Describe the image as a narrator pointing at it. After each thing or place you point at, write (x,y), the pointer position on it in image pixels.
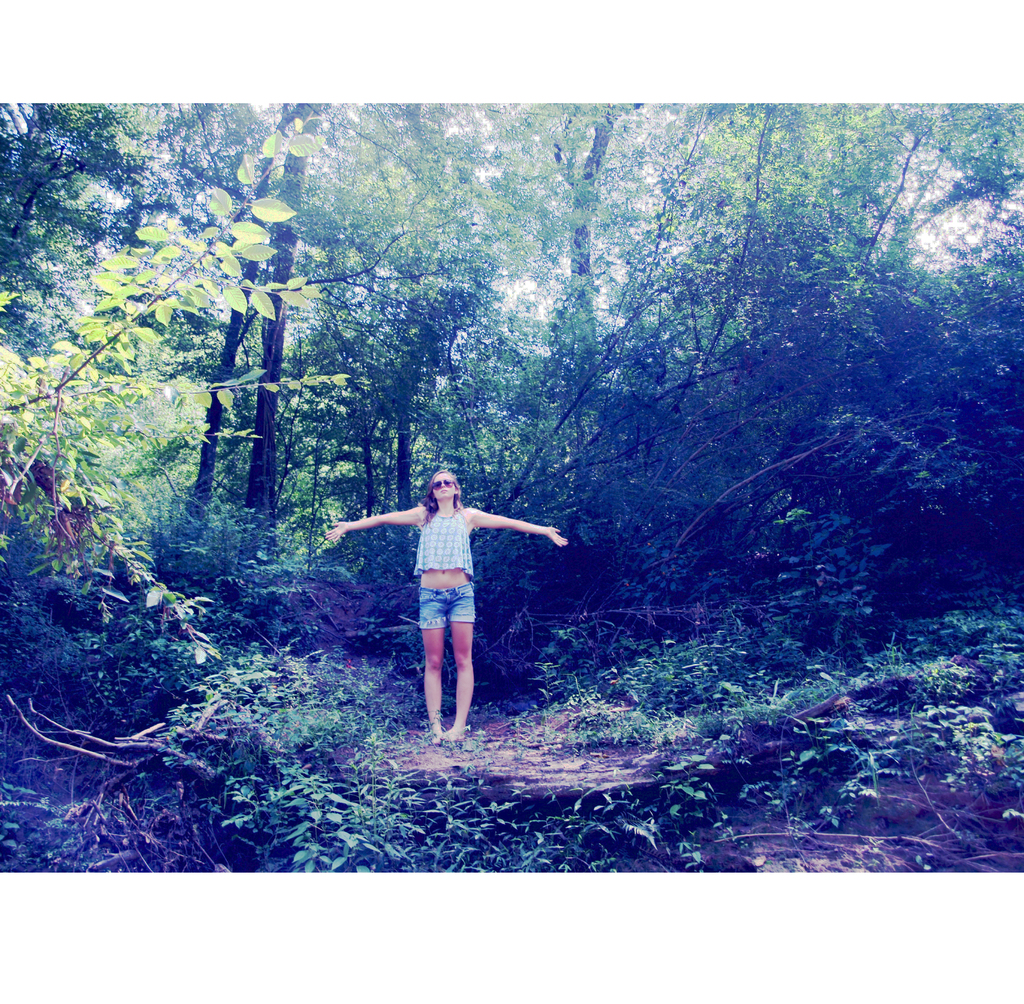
In this image there is a woman (454,727) standing, she is wearing goggles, there are trees (614,318) towards the top of the images, there are plants (906,763) towards the bottom of the image (533,716).
